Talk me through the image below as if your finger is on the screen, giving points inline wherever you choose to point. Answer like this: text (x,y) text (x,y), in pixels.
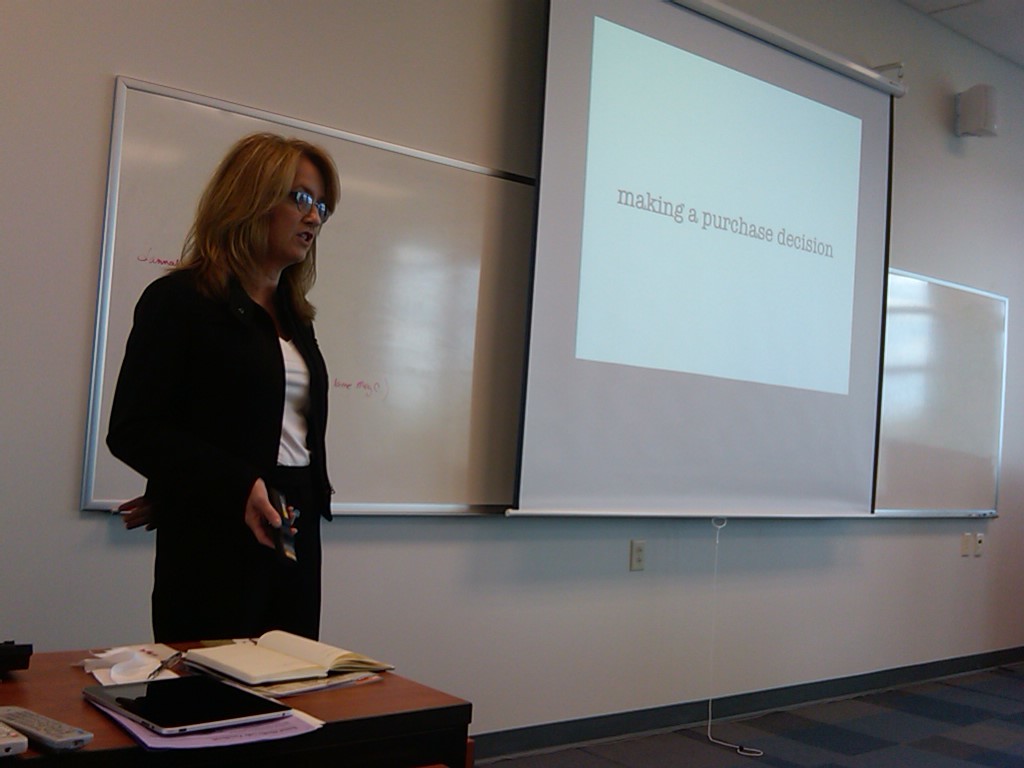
In this picture there is a woman (300,385) standing and holding a remote (280,527) in her hand (274,515). There is a screen (616,323). There is a book (300,646), tablet (218,725) and paper (118,683) on the table (65,696).
